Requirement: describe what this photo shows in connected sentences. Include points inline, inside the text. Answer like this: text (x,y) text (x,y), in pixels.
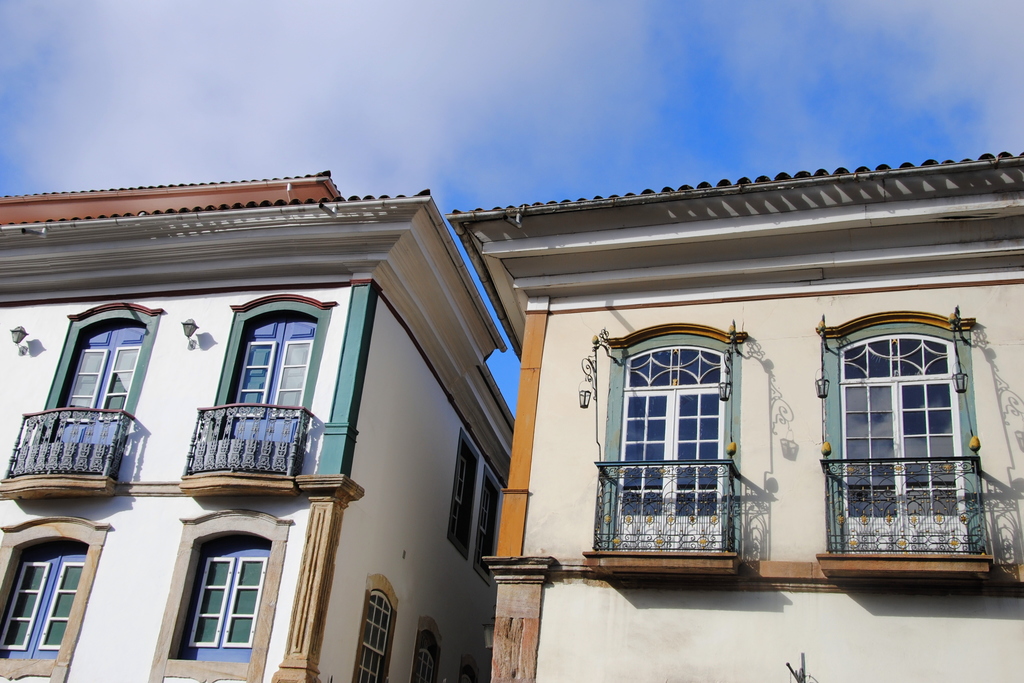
Buildings (101,437) with windows (102,378). Sky (538,84) is cloudy.
